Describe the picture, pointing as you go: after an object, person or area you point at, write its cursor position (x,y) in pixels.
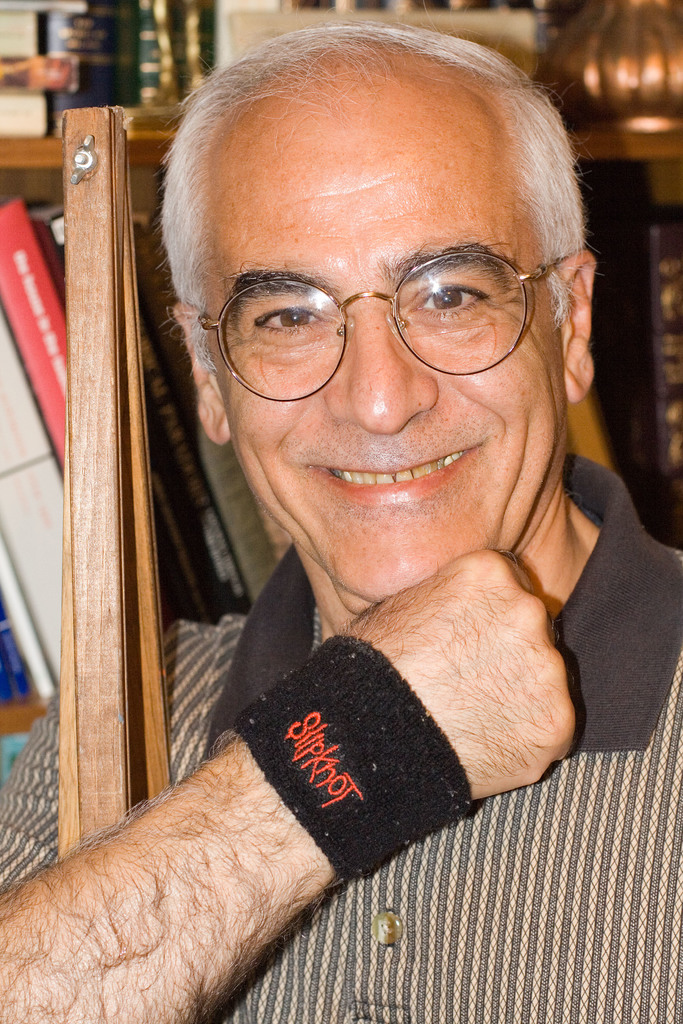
In this picture we can see a man (49,805) wore a spectacle (412,268), band (339,684) and smiling and beside him we can see a wooden object (104,301) and at the back of him we can see books (56,475) in racks (142,170) and some objects (497,36).
